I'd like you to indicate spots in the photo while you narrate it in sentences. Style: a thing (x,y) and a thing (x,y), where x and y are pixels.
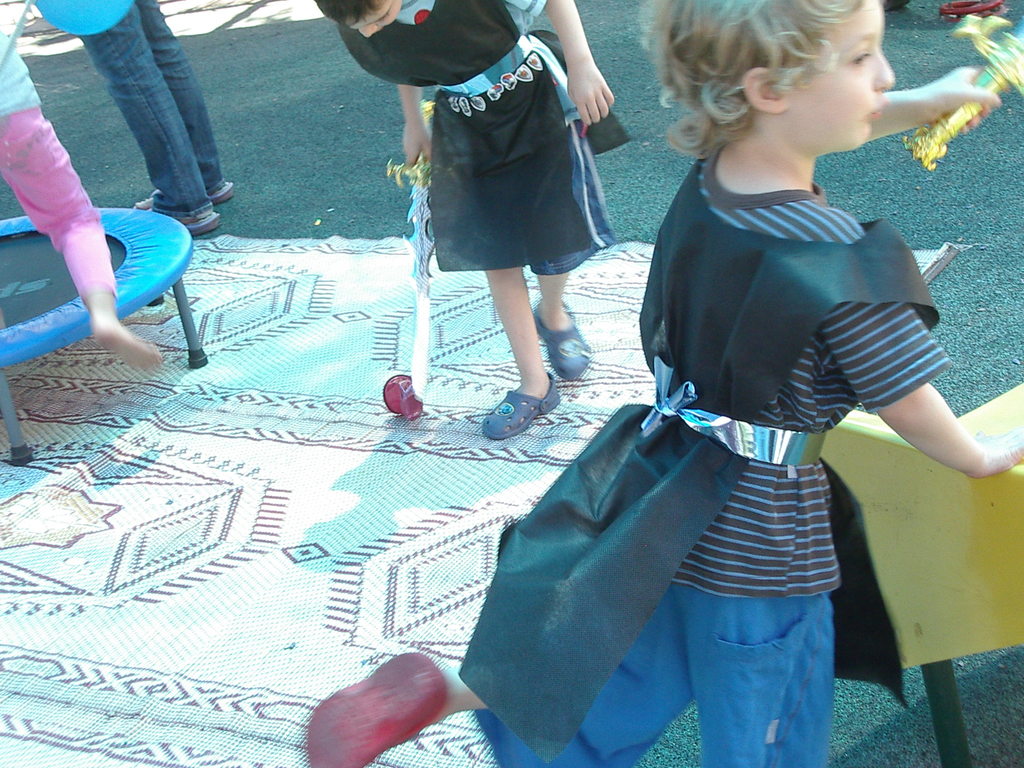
In this image I can see few children (566,339) are standing. On the right side of this image (968,526) I can see a yellow colour thing (974,420) and on the left side (15,404) I can see a blue and black colour trampoline (16,243). I can also see a mattress (195,273) on the ground (377,190) and I can see two children (496,180) are holding plastic swords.
